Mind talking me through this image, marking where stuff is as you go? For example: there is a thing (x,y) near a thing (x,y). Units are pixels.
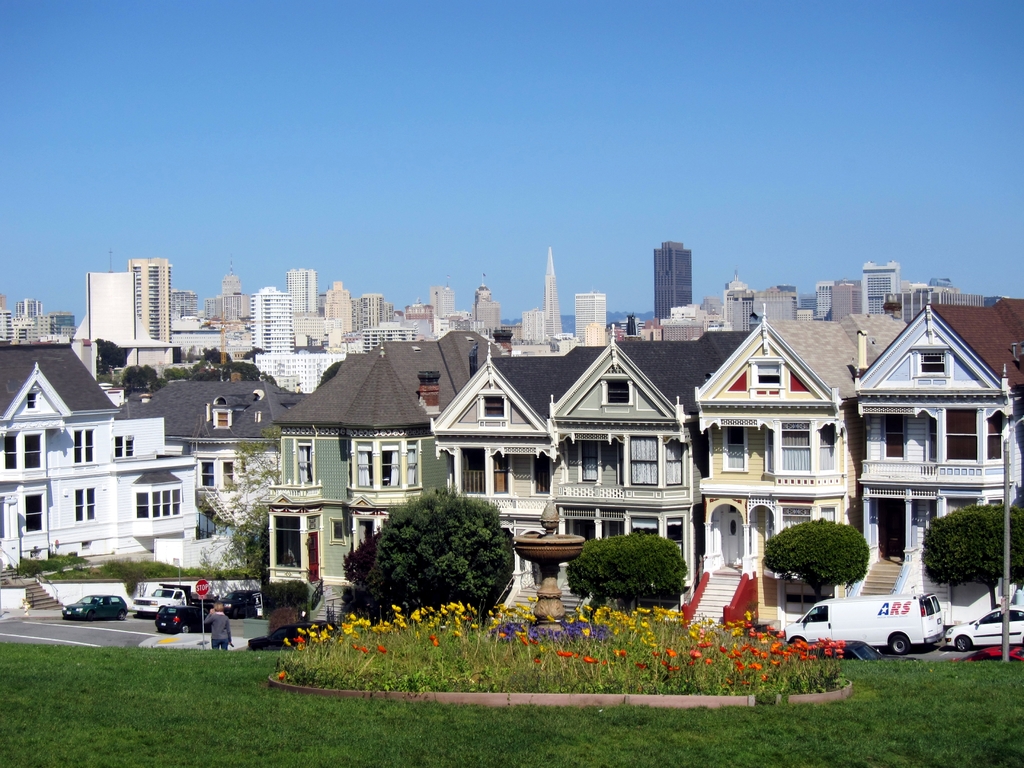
In the background of the image (131,490) there are buildings (108,394). At the bottom of the image (447,706) there is grass (46,744), trees (435,532). There are vehicles (908,608) on the road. At the top of the image (480,155) there is sky (380,149).
